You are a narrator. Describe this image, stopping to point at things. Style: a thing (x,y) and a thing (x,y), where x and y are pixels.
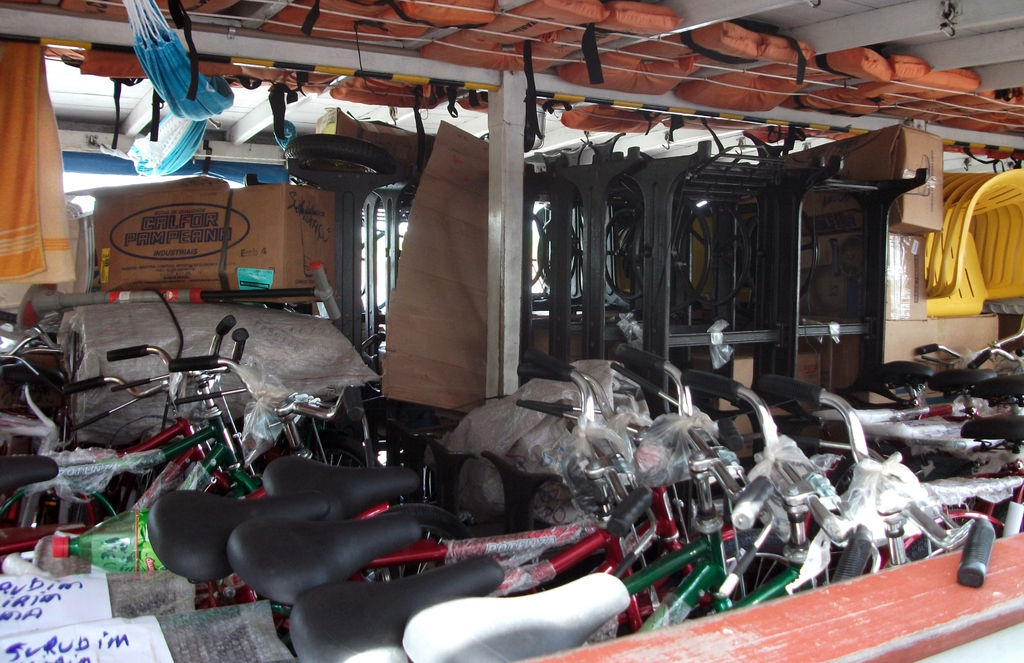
It seems to be a shed (935,45). Here I can see many bicycles (424,508), metal stands (559,324), card boxes (187,250) and many other items (78,543). In the middle of the image (492,298) there is a pillar (492,244). At the top of the image (200,42) I can see the ceiling (816,26).
